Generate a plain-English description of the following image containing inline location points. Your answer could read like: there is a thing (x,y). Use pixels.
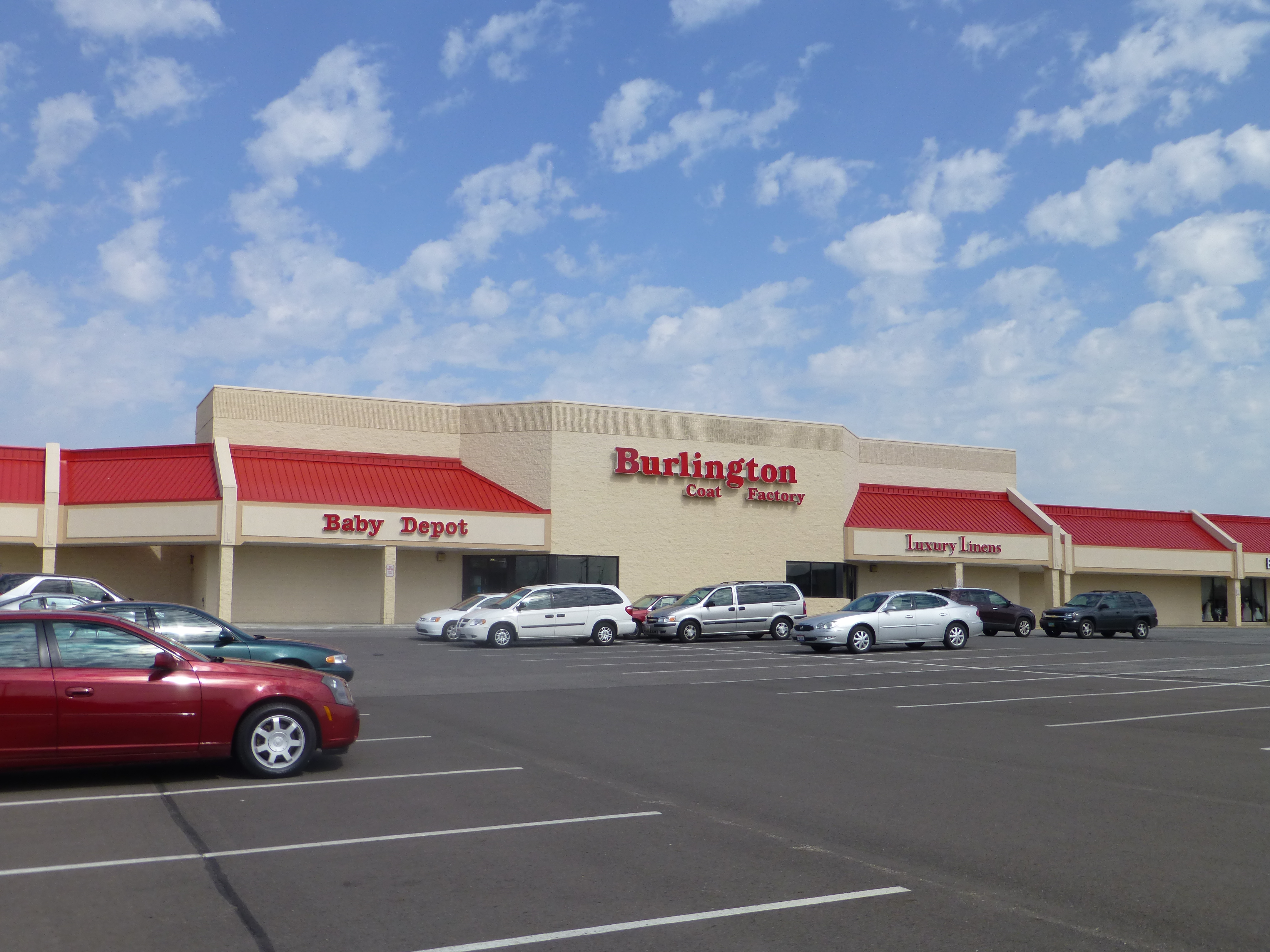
In this image we can see the building (560,517) with text (739,473). In front of the building (640,555) we can see the vehicles (664,603) parked on the road (781,722). In the background (697,214), we can see the cloudy sky (729,254).
